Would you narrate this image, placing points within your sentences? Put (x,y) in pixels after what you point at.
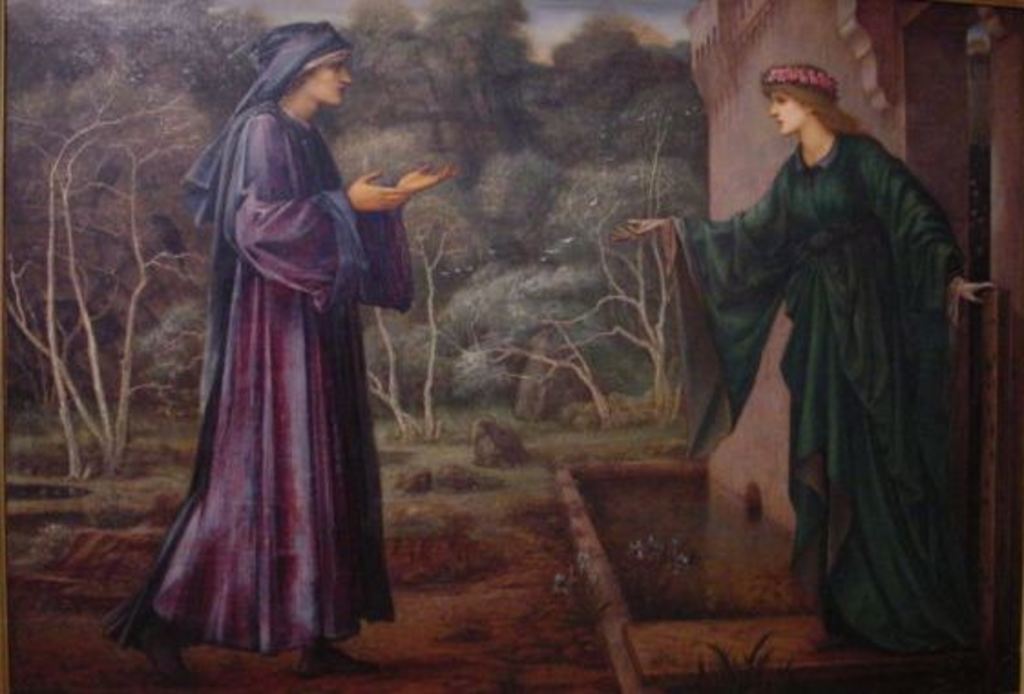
This image consists of a poster (669,306). In this image there are a few trees (494,260) in the background (66,222). At the bottom of the image (476,620) there is a ground (461,505). In the middle of the image (387,259) there are two persons (314,328). On the right side of the image (751,58) there is a building (927,131).
